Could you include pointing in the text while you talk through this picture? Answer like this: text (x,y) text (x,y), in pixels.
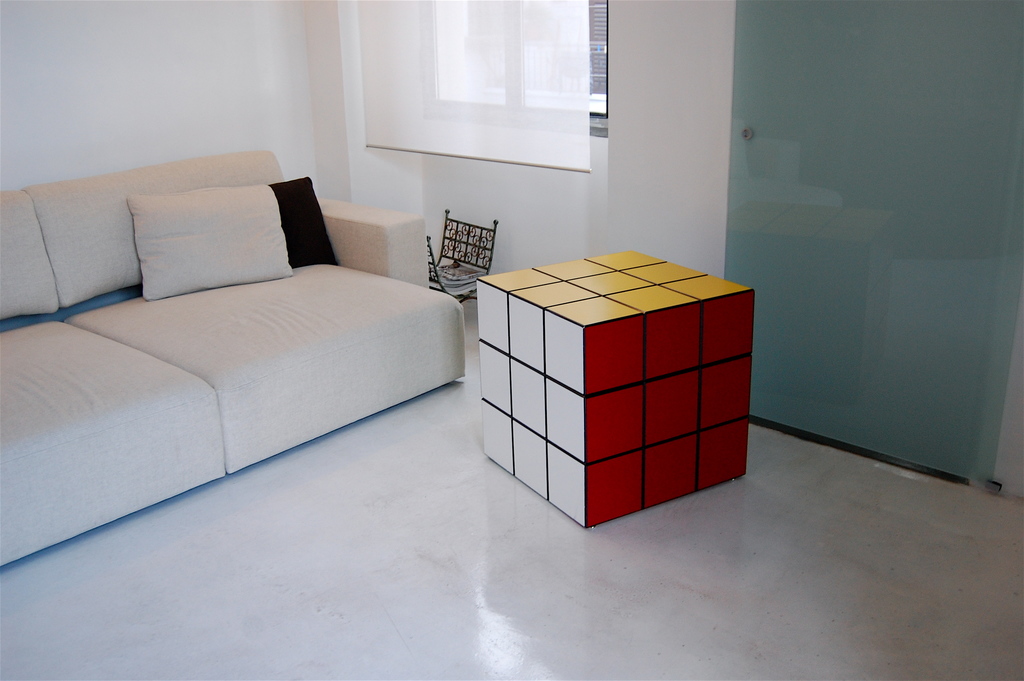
This is a picture of a living room (383,430). In the center of the picture (583,302) there is a cube (581,344). To the left (282,325) there is a couch (88,411), on the couch (344,239) there is a pillow (246,268). In the center of the background (471,19) there is a window (503,101). To the left (142,76) it is wall (165,98). To the top right (928,161) there is a door (881,314). In the center of the picture (461,243) there is a stand (463,257) and some books (461,270) in it.
